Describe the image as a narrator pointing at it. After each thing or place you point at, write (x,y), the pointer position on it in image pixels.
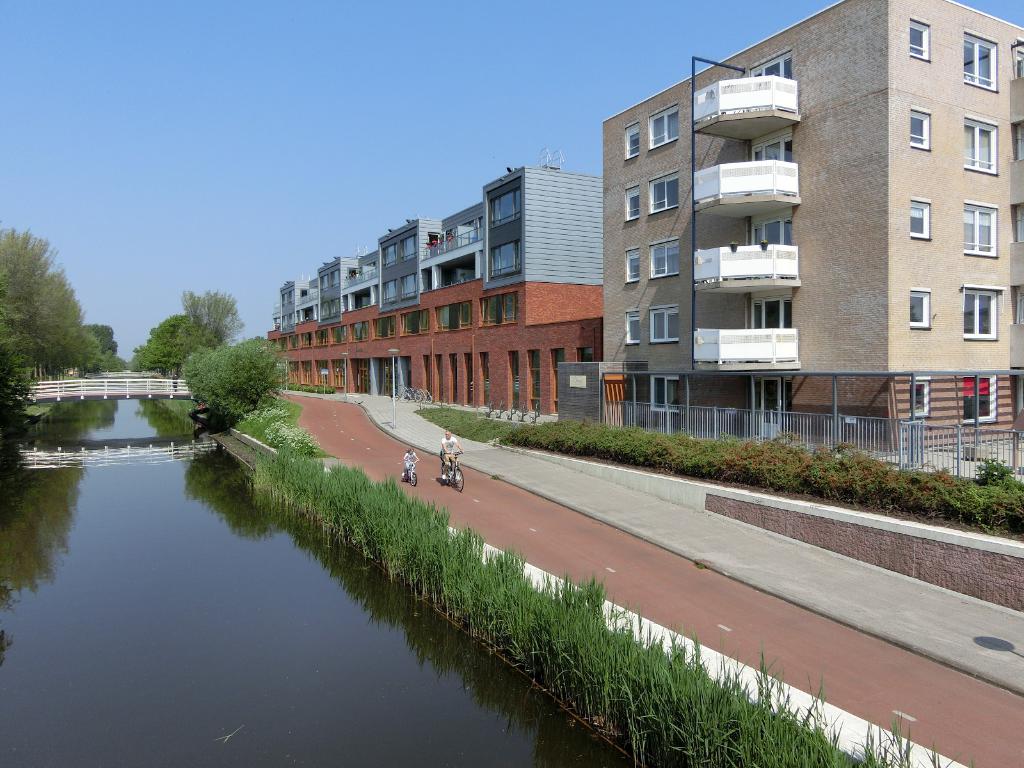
On the left side of the image (143,416) we can see a bridge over the water (152,454), in the middle of the image (451,433) we can see a kid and a person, they both are riding bicycles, beside them we can see plants (717,460) and fence (746,422), in the background (810,402) we can see few buildings (464,280) and trees (63,319).
